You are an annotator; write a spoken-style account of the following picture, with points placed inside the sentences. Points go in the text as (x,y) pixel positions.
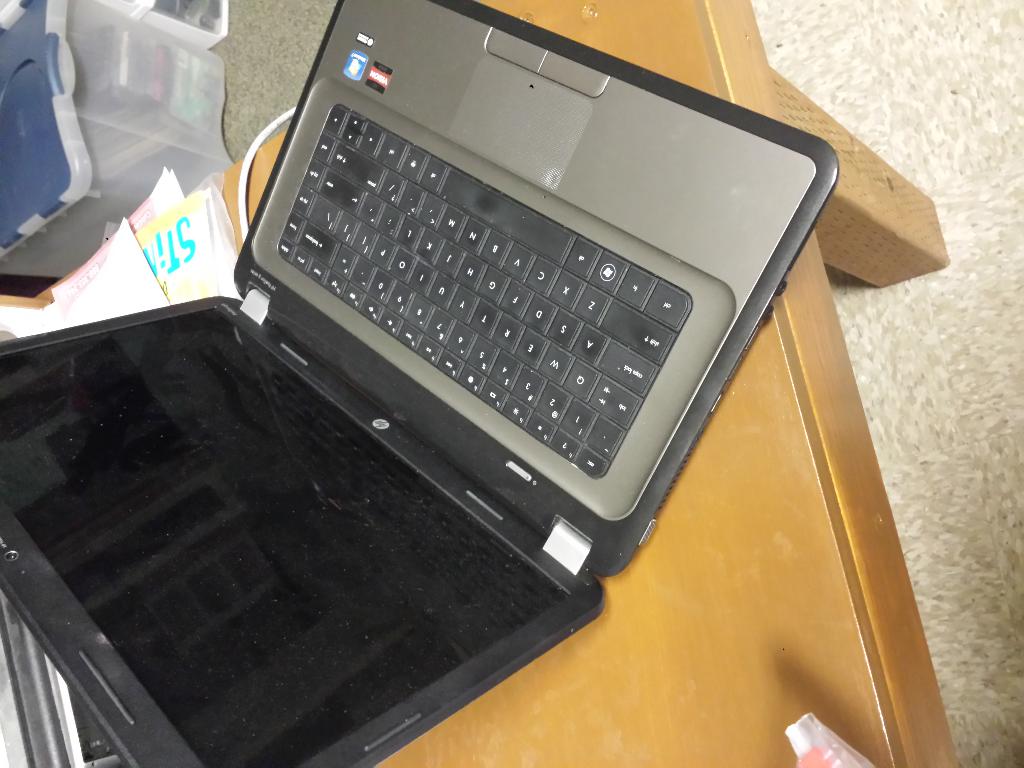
We can see laptop (240,359) and objects (182,218) on the table (262,176) and we can see box (70,57) on the floor (264,47).
